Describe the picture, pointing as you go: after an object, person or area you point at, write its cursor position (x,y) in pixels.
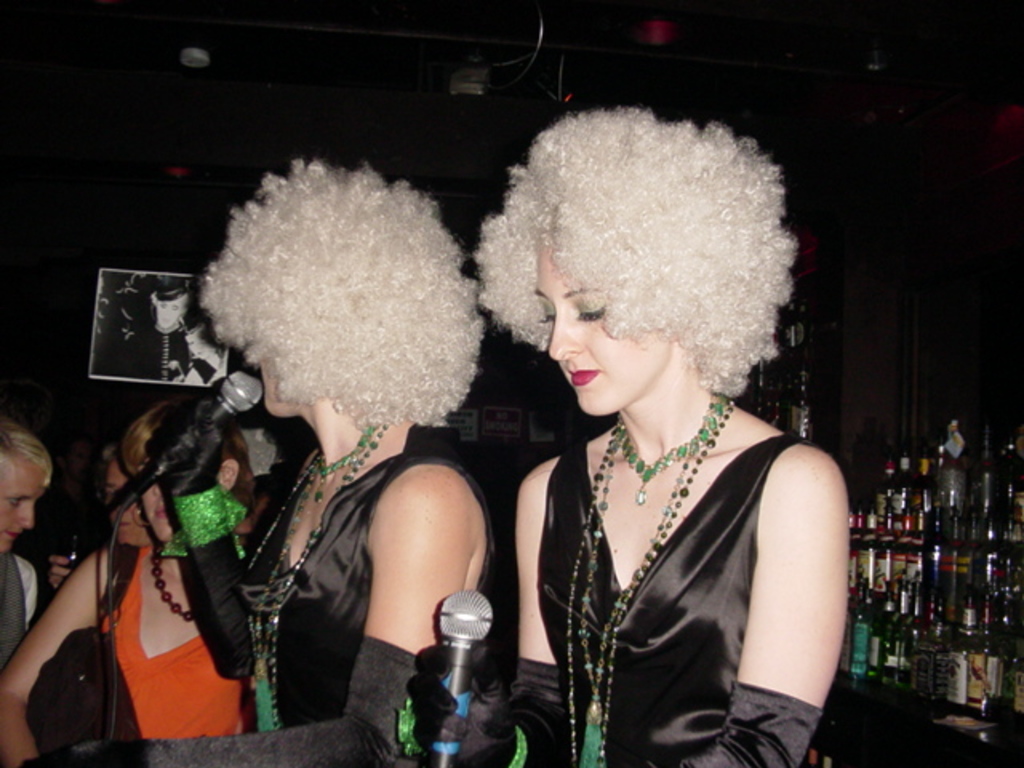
In this picture there are two ladies (500,749) at the center of the image (682,319) and there are audience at the left side of the image (126,449), there is a mic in front of the ladies (366,354) and there are some bottles (891,462) at the right side of the image (989,554), it seems to be they are singing.
